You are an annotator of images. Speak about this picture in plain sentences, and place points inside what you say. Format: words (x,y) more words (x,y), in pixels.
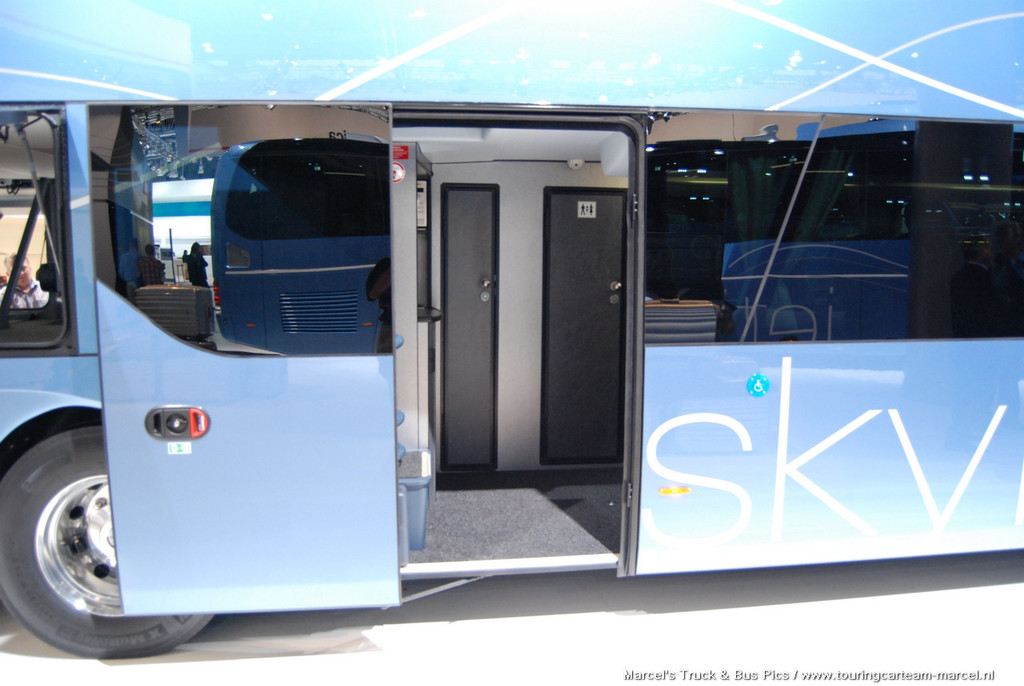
In this image, we can see a bus (345,456) which is colored blue.
